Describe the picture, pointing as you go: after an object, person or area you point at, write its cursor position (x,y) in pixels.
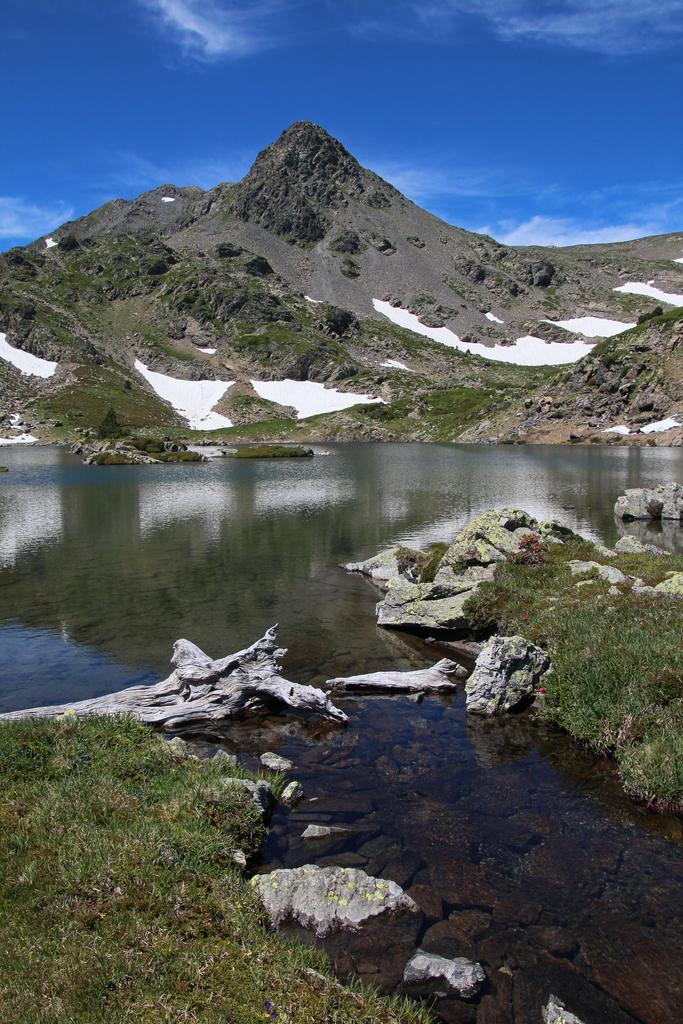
In the center of the image (450,371) there is a mountain (302,143). At the bottom of the image (635,698) there is water (186,496) and grass (585,559). At the top of the image (420,112) there is sky (367,84).
